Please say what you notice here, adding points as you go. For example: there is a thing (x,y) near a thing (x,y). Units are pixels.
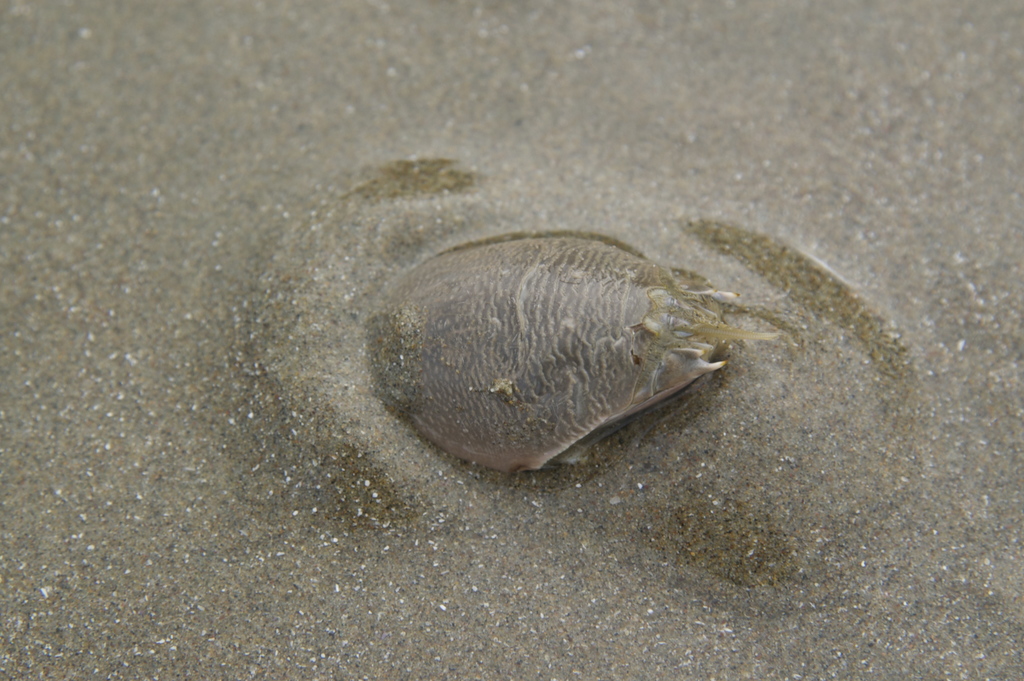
In the center of the image (507,302) there is a sea animal (508,320) in the water (547,141).
